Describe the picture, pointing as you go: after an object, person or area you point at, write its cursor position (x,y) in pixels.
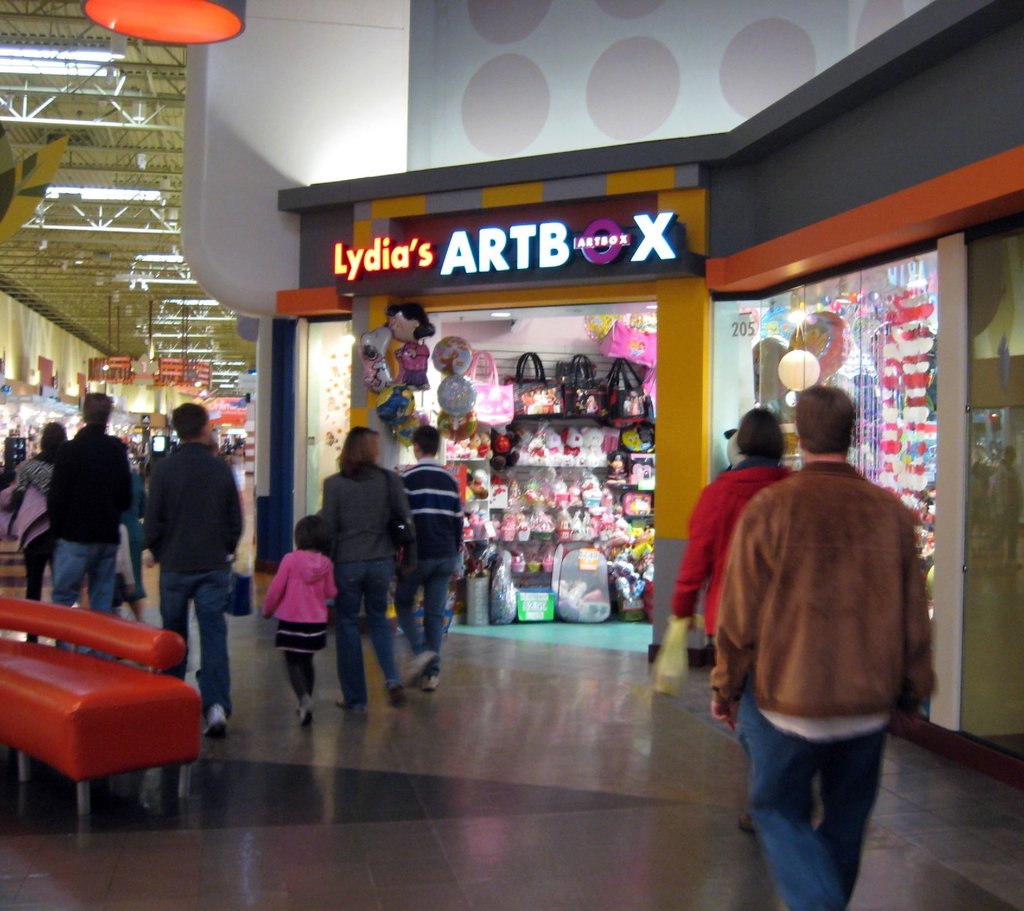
It is a store (748,326), in the right side (890,592) a man (904,588) is walking, he wore a coat (839,595). In the middle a woman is walking beside her a girl (291,693) is also walking. In the right side (762,320) there are toys (599,514) in this store (459,594).
